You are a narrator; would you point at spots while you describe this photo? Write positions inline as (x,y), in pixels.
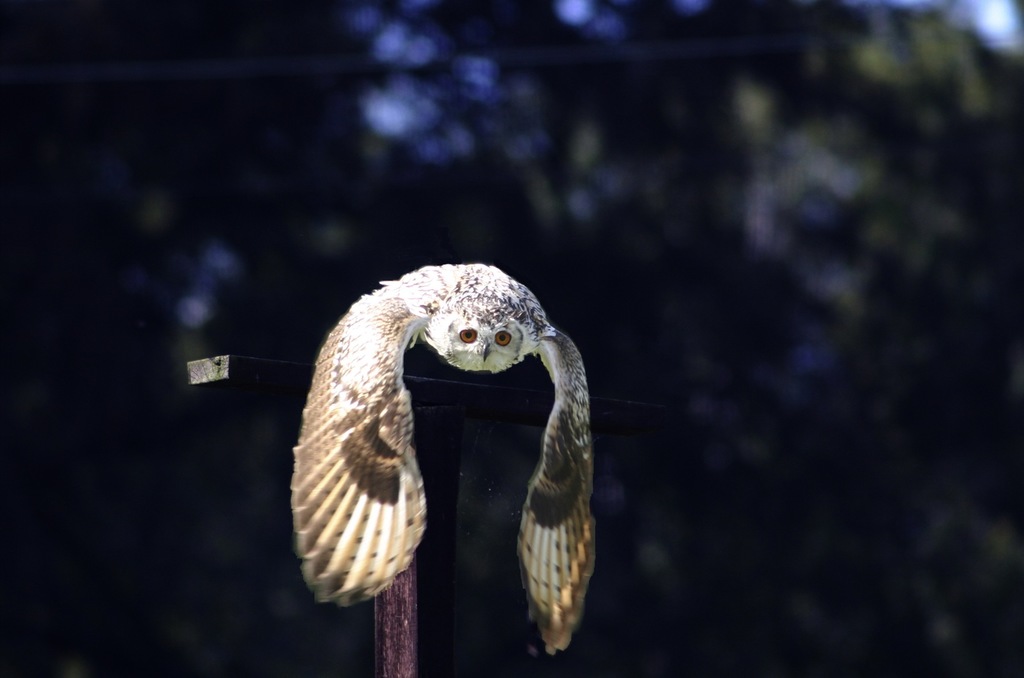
In the middle of the picture (352,360), we see a bird (402,508) which looks like an owl (472,345) is flying in the sky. In the background (699,307), there are trees (787,233). In the background (186,379), it is black in color and it is blurred.
